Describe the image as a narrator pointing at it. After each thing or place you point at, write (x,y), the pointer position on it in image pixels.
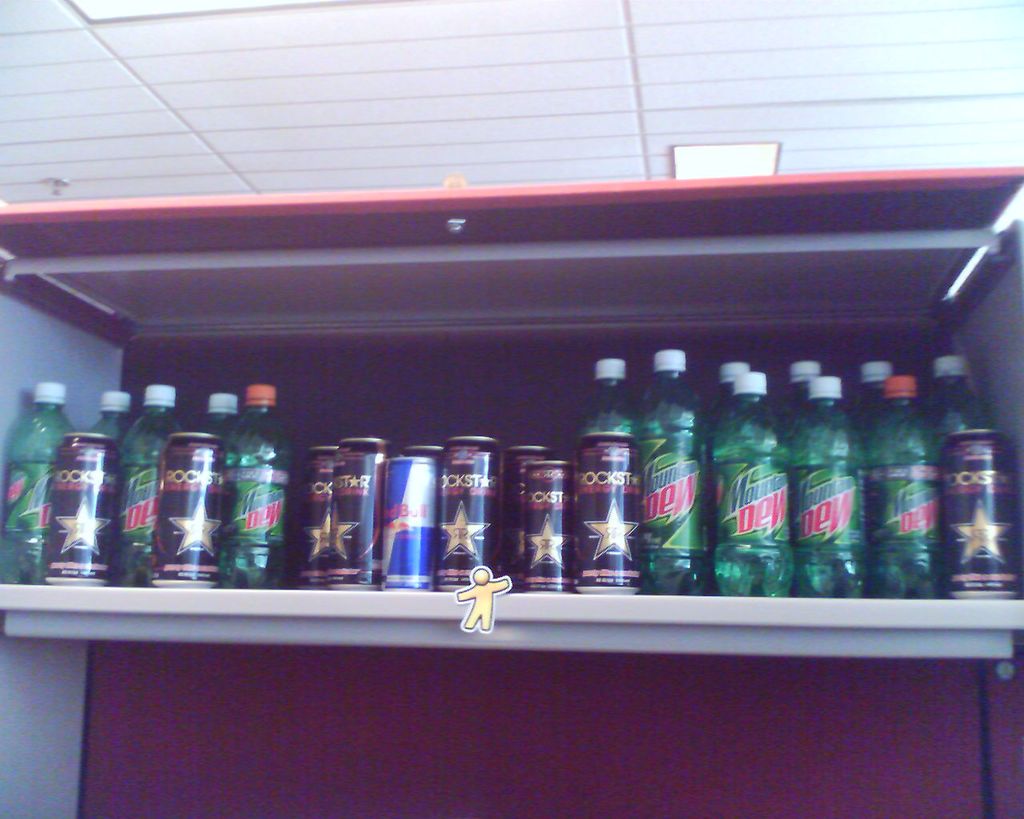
In the shelf (939,615) there are a tin (967,471) to the right side (981,541), beside that there are green color bottle (748,470) with labels (781,496) on it. And beside them there are tins (375,476). To the left side (270,409) there are greens bottle (157,405) in the back side (129,520) and two tins (193,515) in the front side (174,523).
